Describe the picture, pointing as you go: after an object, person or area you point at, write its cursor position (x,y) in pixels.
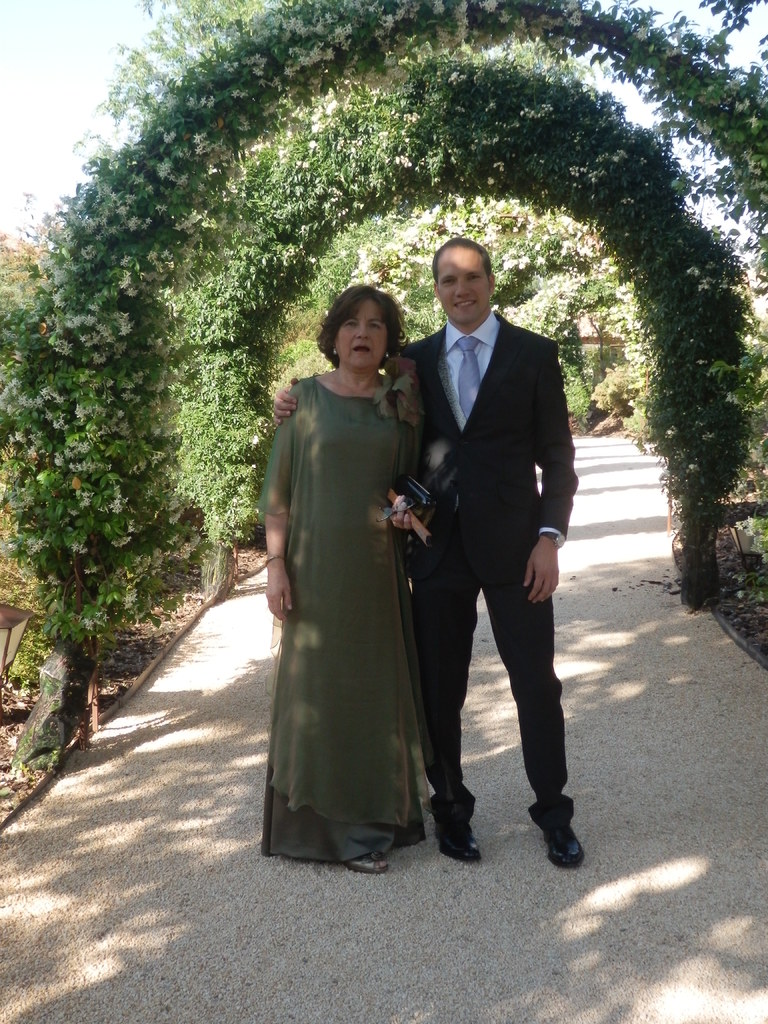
In this image we can see a man (450,424) and a woman (340,379) standing on the path (634,875). In the background (131,313) we can see the green leaf arches (540,88). We can also see the sky (107,53).
